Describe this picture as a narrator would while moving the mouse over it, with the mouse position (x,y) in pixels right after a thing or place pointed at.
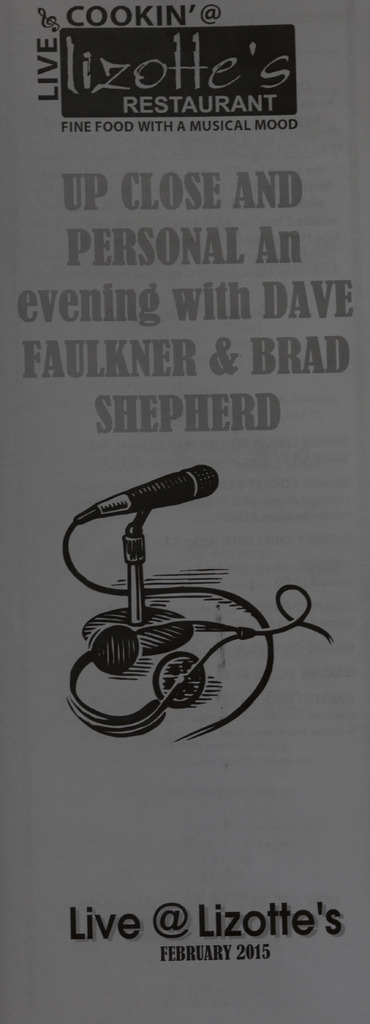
In this image we can see a paper (181,680). On this paper (236,459) we can see picture of a mic (169,646), cable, and something is written on it.
